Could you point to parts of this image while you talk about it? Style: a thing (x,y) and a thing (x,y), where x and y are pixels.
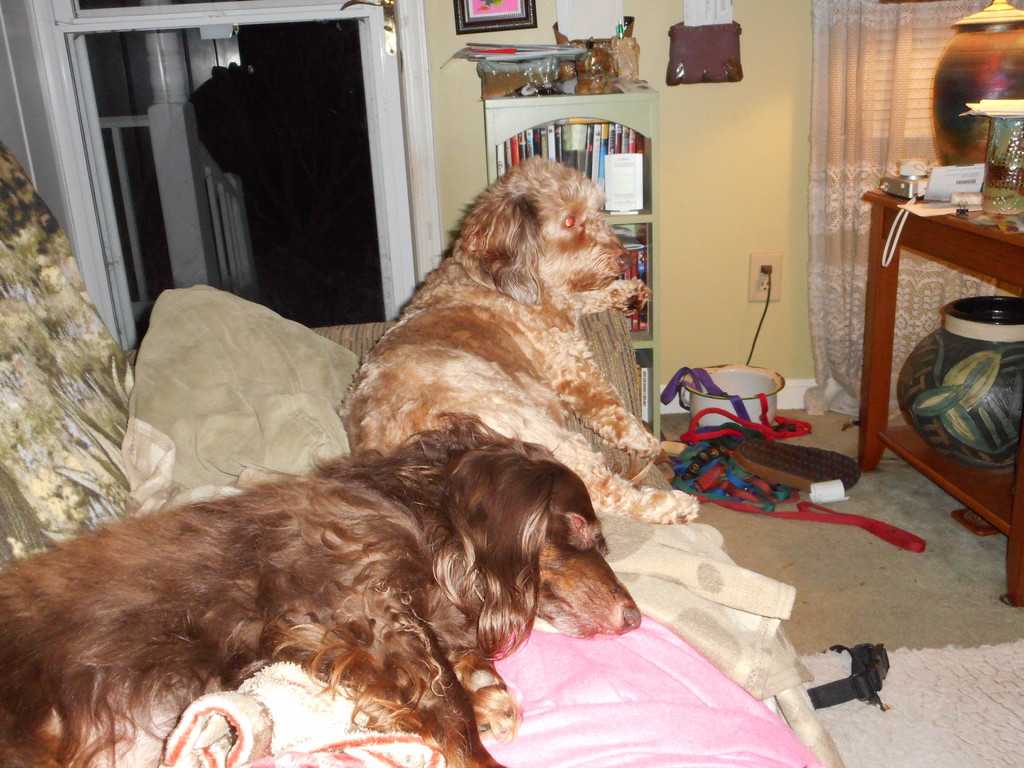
In the left middle (61,355), a sofa (699,706) is there on which two dogs (388,496) are lying and cushions (275,400) are kept. In the top (97,108) a door (386,154) is visible. In the middle (662,257) a wall (781,139) is visible light yellow in color and a curtain (884,146) visible. In the right (878,193), a table (875,281) is there on which paper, glass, electronic items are kept. In the middle (651,309), a stand (643,102) is there in which books (592,158) are kept. This image is taken inside a room (571,512).
